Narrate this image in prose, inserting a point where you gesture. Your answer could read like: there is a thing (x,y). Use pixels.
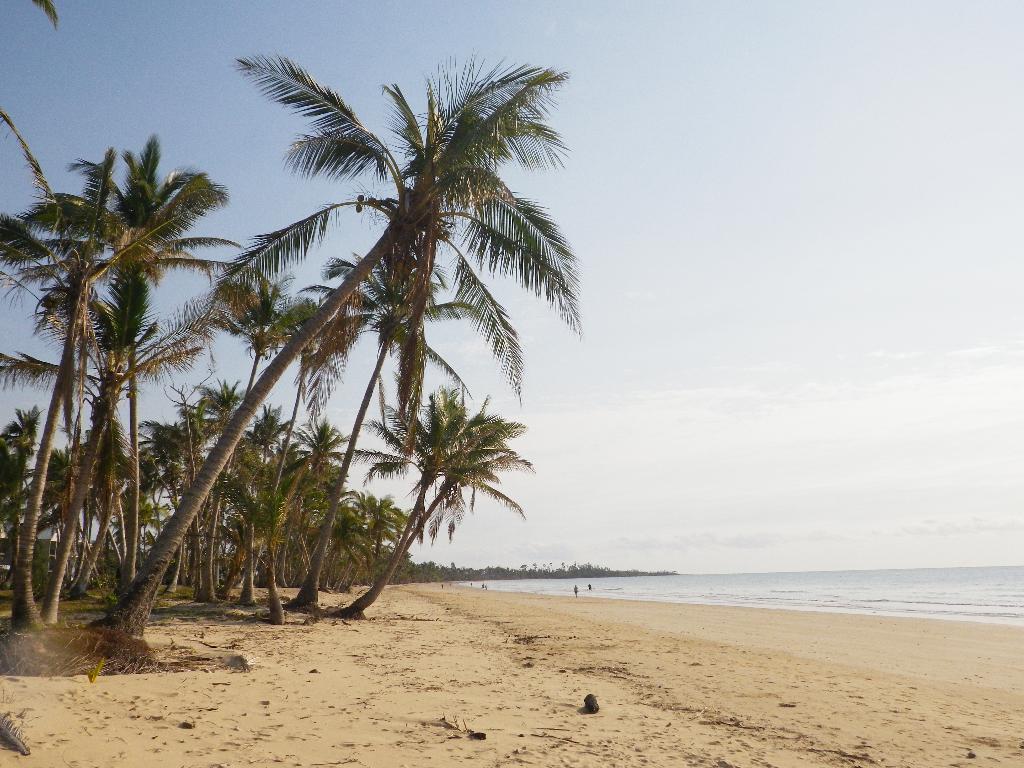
In this image I can see few trees (337,354), sand (428,715) and water (660,593). The sky (697,207) is in white and blue color.
